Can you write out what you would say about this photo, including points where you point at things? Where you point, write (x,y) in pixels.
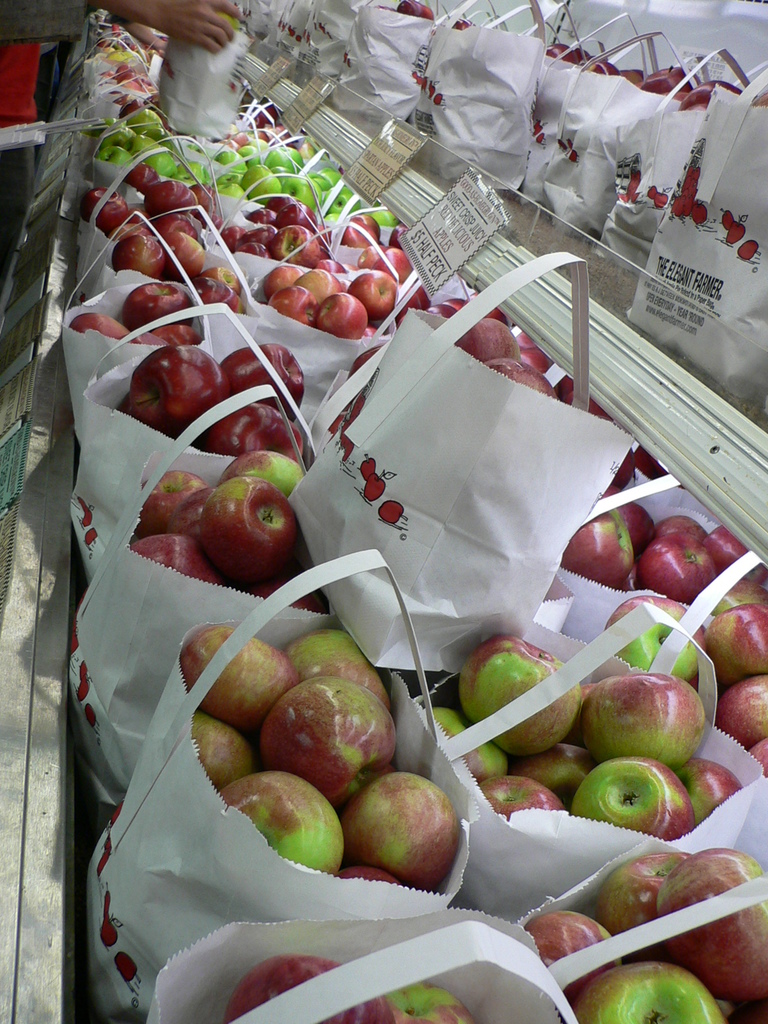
In this image, we can see paper bags (139,519) with apples (324,854) in it. The apples (325,838) are red and green in color. There are tags (384,163) with some text (466,219) written on it and we can even see the hands (173,15) of a person (188,15) who is holding a paper bag (240,52) with apples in it.
